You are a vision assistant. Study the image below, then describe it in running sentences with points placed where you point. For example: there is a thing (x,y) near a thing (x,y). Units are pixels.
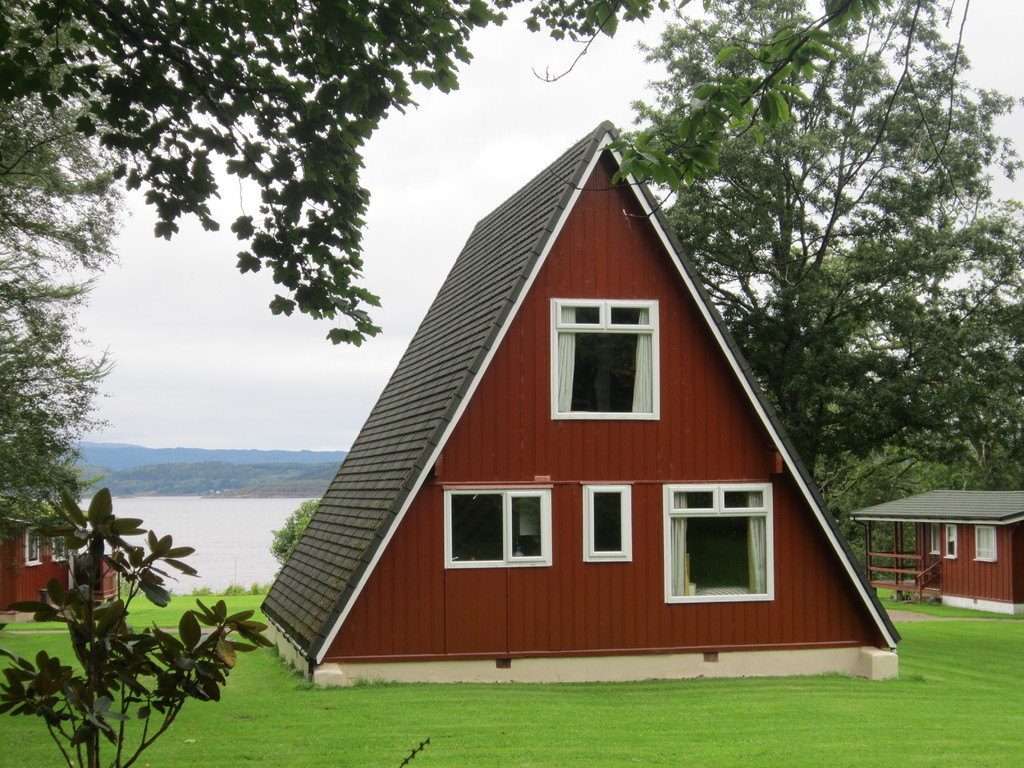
Here we can see houses (580,558), trees (207,222) and grass (876,692). To these houses (389,594) there are windows (643,407). Background (137,455) we can see mountains (225,455), water (213,508) and sky (410,253).
